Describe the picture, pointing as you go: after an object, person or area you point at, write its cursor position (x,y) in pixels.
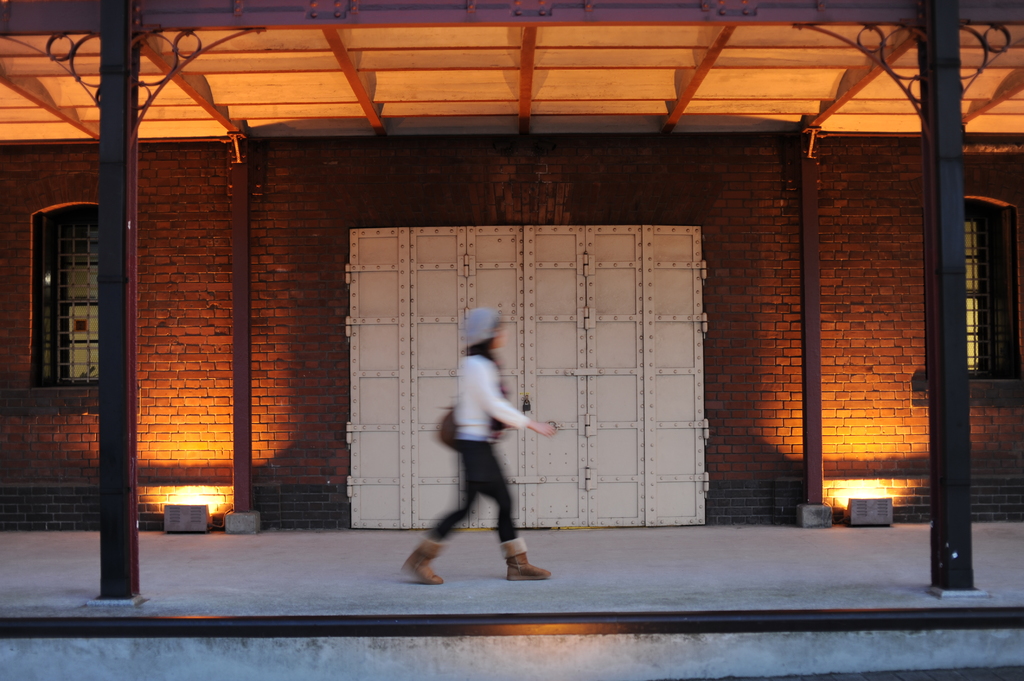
In the image we can see a woman (488,409) walking, she is wearing white color shirt (484,405), boots (530,575) and hat (488,318). In the background (338,195) there is a wall (299,227). It is in red color and there are two window (985,293) one on the right (977,286) and other on the left (83,310). In the middle (610,240) there is a metal door (433,385).
